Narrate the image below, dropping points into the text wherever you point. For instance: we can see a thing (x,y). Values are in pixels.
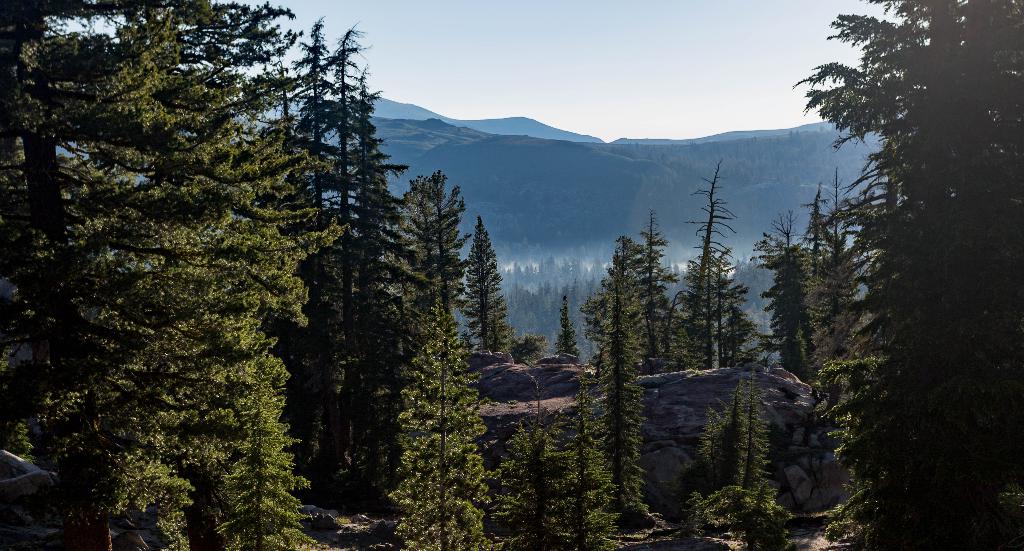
In this image we can see few mountains (573,233). There are many trees (608,372) in the image. We can see the sky (688,68) in the image. There is a rock (678,417) in the image.
